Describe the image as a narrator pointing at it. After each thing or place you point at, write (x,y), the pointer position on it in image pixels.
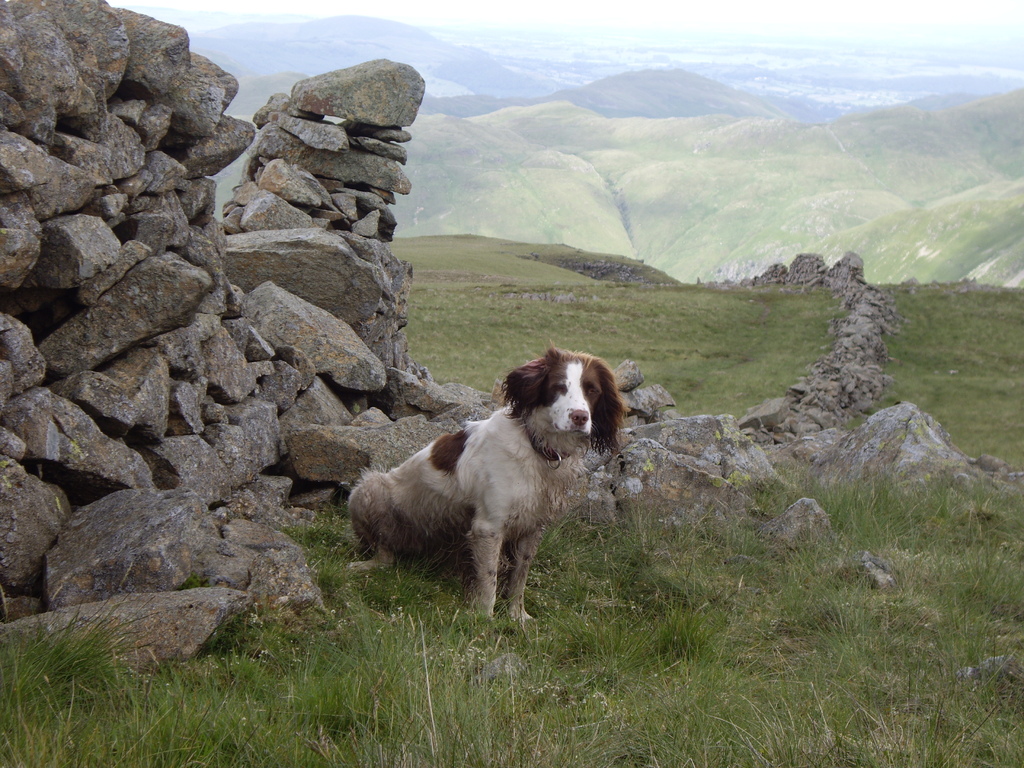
In this image I can see the dog (453,525) which is in brown and white color. I can see many rocks (409,395). In the background (589,208) I can see the mountains (634,132) and the sky (852,2).
